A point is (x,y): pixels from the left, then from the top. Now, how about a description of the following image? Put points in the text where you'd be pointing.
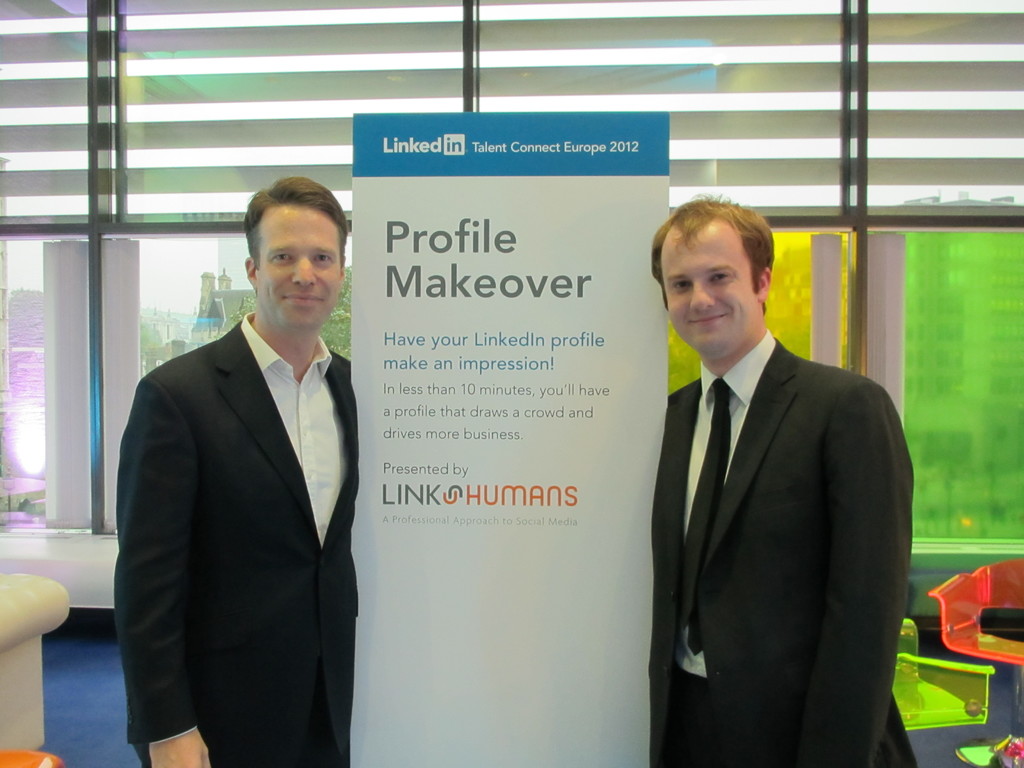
In this picture I can see there are two persons (355,470) standing here and they are smiling and they are wearing blazers (897,564) and shirts (294,428). The person (832,605) standing on to right (808,577) is wearing a tie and there is a banner (442,527) in between them and there are chairs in the backdrop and there is a glass wall (947,355) in the backdrop (217,310) and there are trees (236,315) visible from the wall (184,287).
